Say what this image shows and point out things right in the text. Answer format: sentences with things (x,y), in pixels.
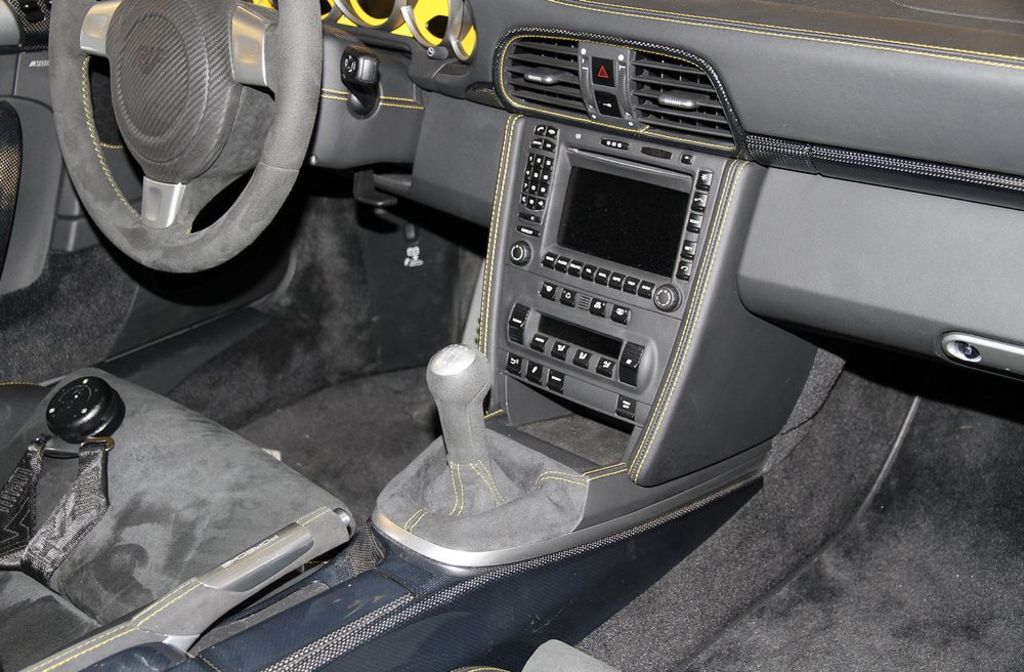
In this image we can see an inner view of a vehicle (463,393) containing a steering (195,249), gear (456,504) and some buttons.
